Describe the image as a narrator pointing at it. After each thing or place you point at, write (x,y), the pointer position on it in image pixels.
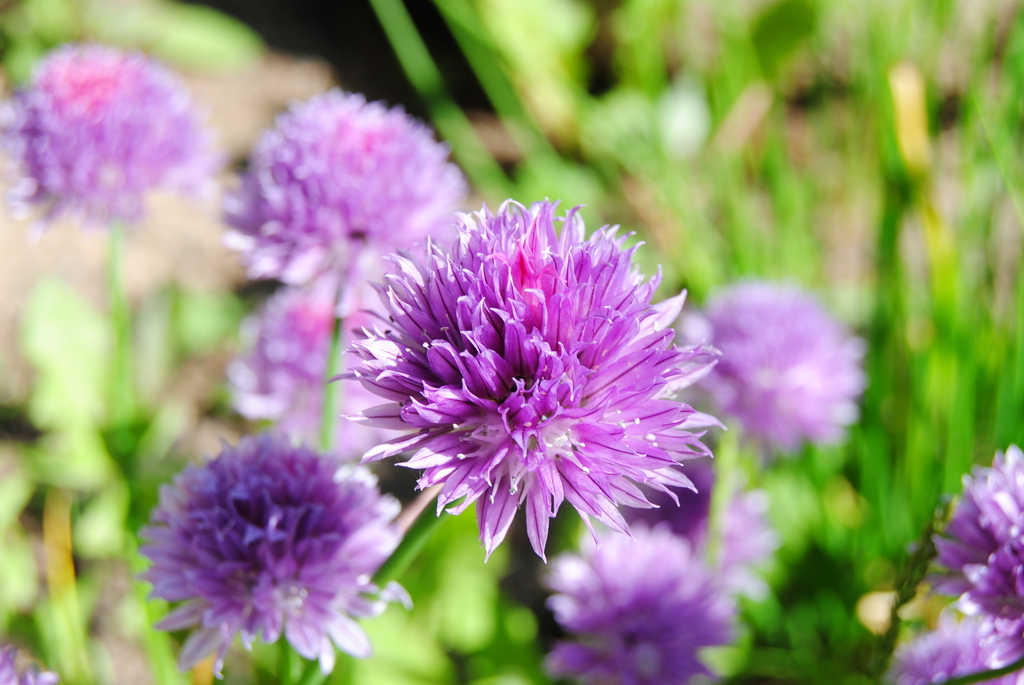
In this image there are flowers (530,366) and there are leaves (749,200).
